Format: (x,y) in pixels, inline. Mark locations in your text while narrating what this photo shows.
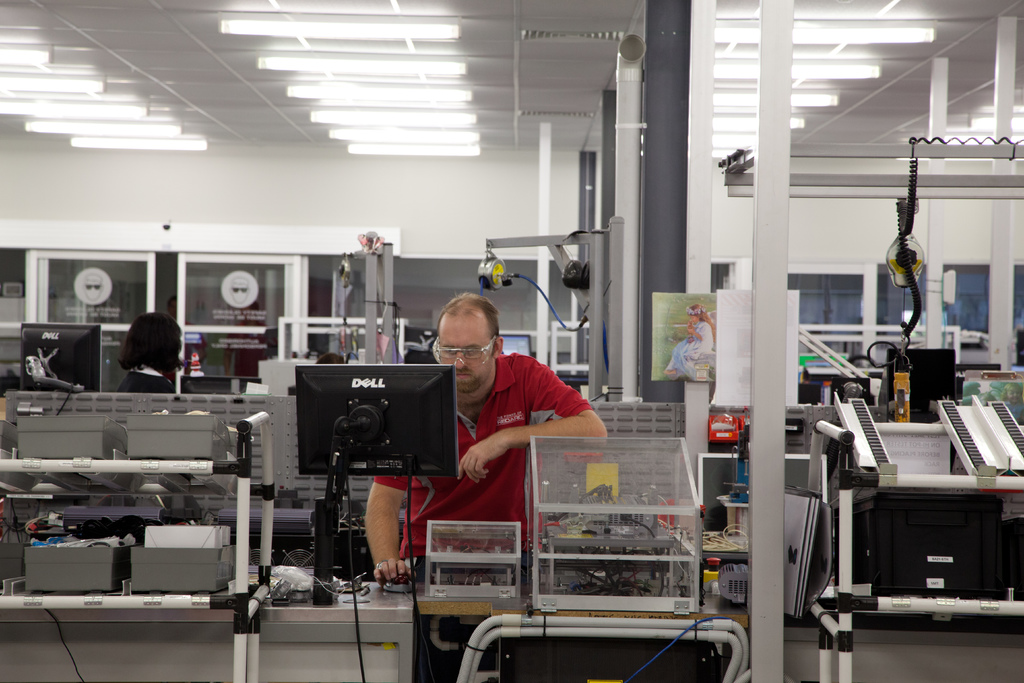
In this picture we can see a few computers (324,525), laptops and some equipment (486,528). There is a person (395,547) holding an object (396,585) in his hand (383,581). We can see a wire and other objects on the right side (840,572). Few images (233,288) are visible on the glass (68,292) in the background (244,282).
